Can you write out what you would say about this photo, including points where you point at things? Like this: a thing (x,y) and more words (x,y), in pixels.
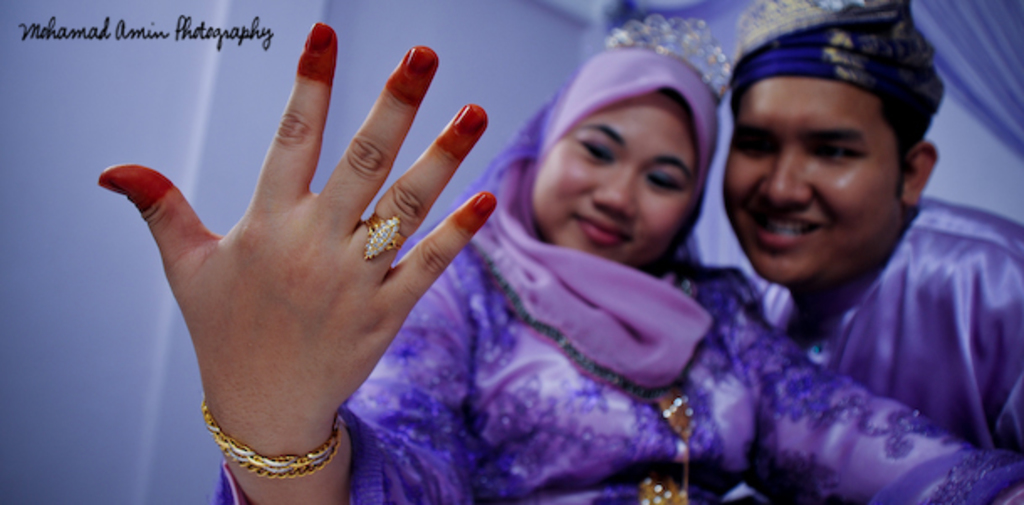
In this image we can see a man (789,240) and a woman (646,131). They are smiling. There is a lavender background (989,17). At the top of the image (242,39) we can see something is written on it.
